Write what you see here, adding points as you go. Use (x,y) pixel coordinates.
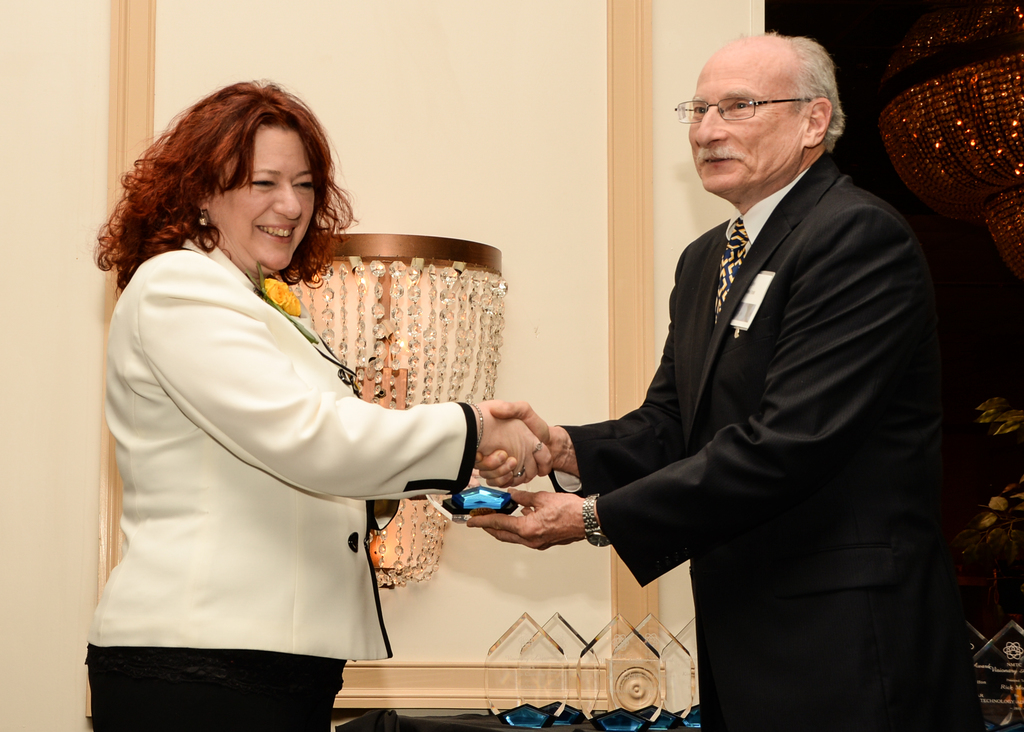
In this picture there is a man (899,329) towards the right (929,401) and he is holding the hands (541,466) of a women (218,456) and she is towards the left (146,461). She is wearing a white blazer (194,438) and man (808,261) is wearing a black blazer (736,440). Behind them there is a wall (516,308) with a frame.
